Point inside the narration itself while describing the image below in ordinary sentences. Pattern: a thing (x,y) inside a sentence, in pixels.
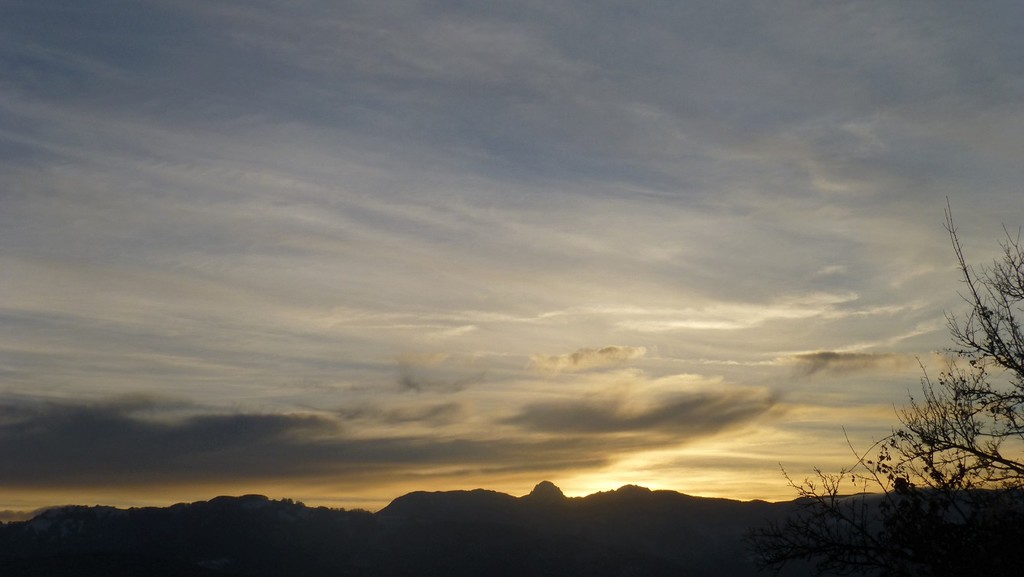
It seems like mountains (496,532) as we can see at the bottom of this image (439,524) and the sky (500,397) is in the background (580,404). There is a tree (985,551) in the bottom right corner of this image (948,502).
